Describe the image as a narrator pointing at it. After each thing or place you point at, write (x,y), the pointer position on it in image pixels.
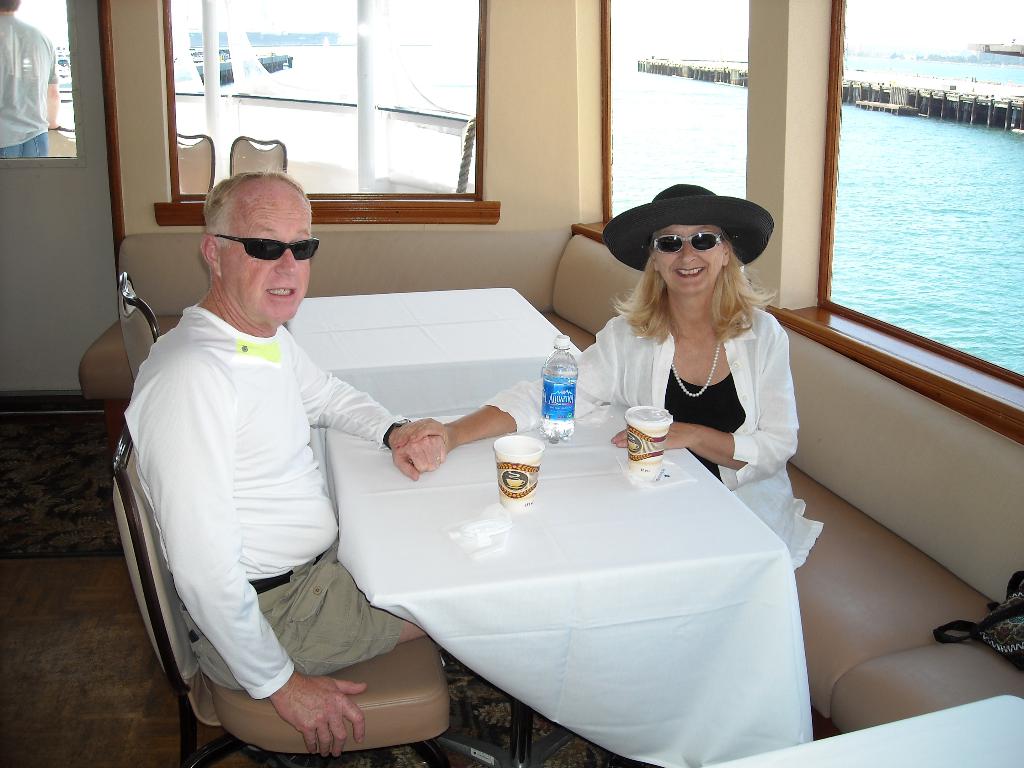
In this picture there is a woman (693,339) sitting here and holding the hand (425,441) of another person (251,490) he is sitting on a chair (404,712) in between them there is a table (551,554) covered with white cloth (662,626) and one bottle (553,405) is there on the table (624,513) and two cups (504,467) and back side window (917,154) is there with glasses (886,162) we can see the water (945,235) it look like ship (328,132).
